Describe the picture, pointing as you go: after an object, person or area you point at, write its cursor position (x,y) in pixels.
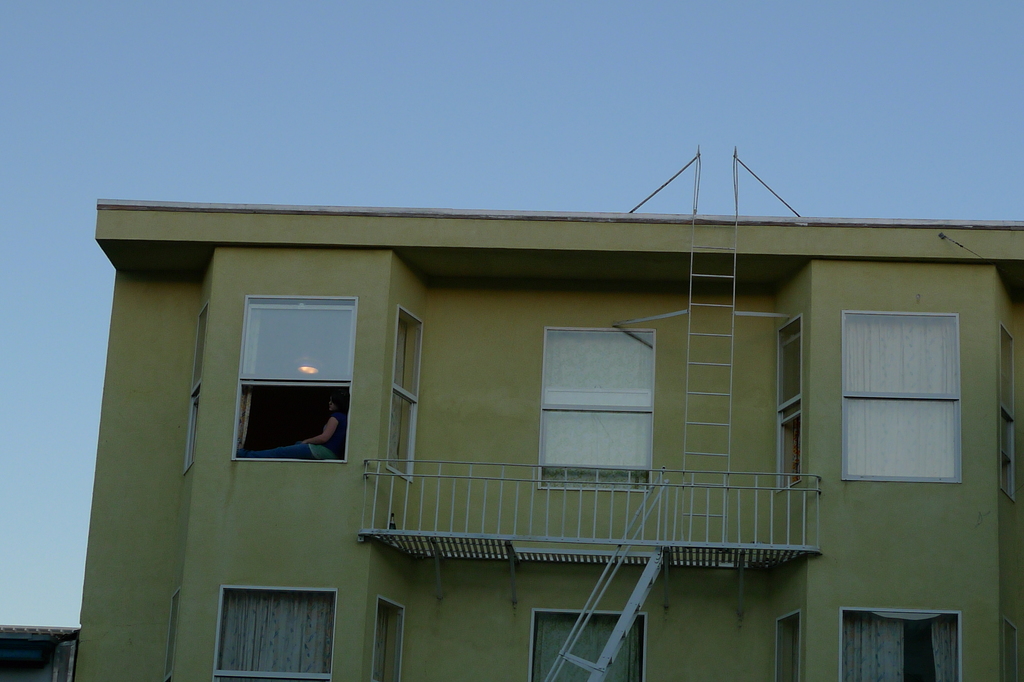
In this picture we can see a person (327,432) is sitting on the window (299,352) and to the building (377,439) there are windows (800,425), ladder (696,424) and staircase (625,626) and in the building (308,391) there is a light (301,369). Behind the building (477,412) there is a sky (304,68).
